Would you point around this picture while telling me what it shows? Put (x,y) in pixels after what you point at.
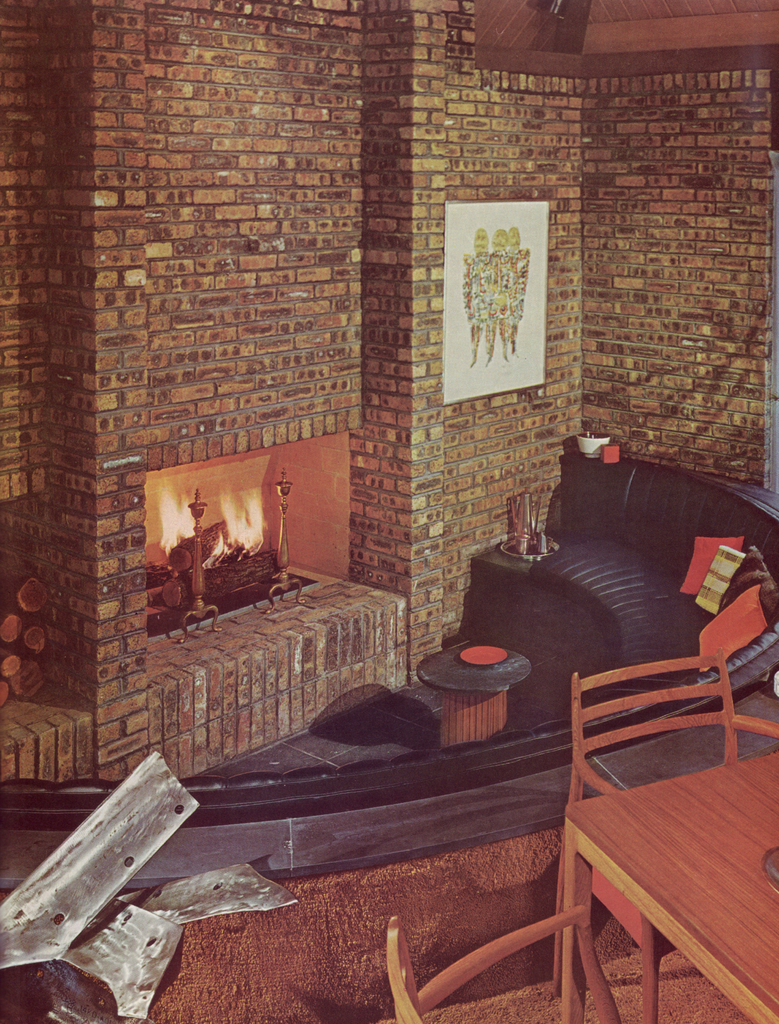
This picture shows the inner view of a building (516,160), one couch (583,574), one table (641,853) with chairs (427,996), some objects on the table (519,571) near the couch (649,599), some pillows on the couch (617,616), two objects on the couch (652,579), few objects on the floor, one object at the top of the image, some wooden sticks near the wall (576,432), one fire hearth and one plate (485,653) on the table (484,688) on the floor (199,1013).
